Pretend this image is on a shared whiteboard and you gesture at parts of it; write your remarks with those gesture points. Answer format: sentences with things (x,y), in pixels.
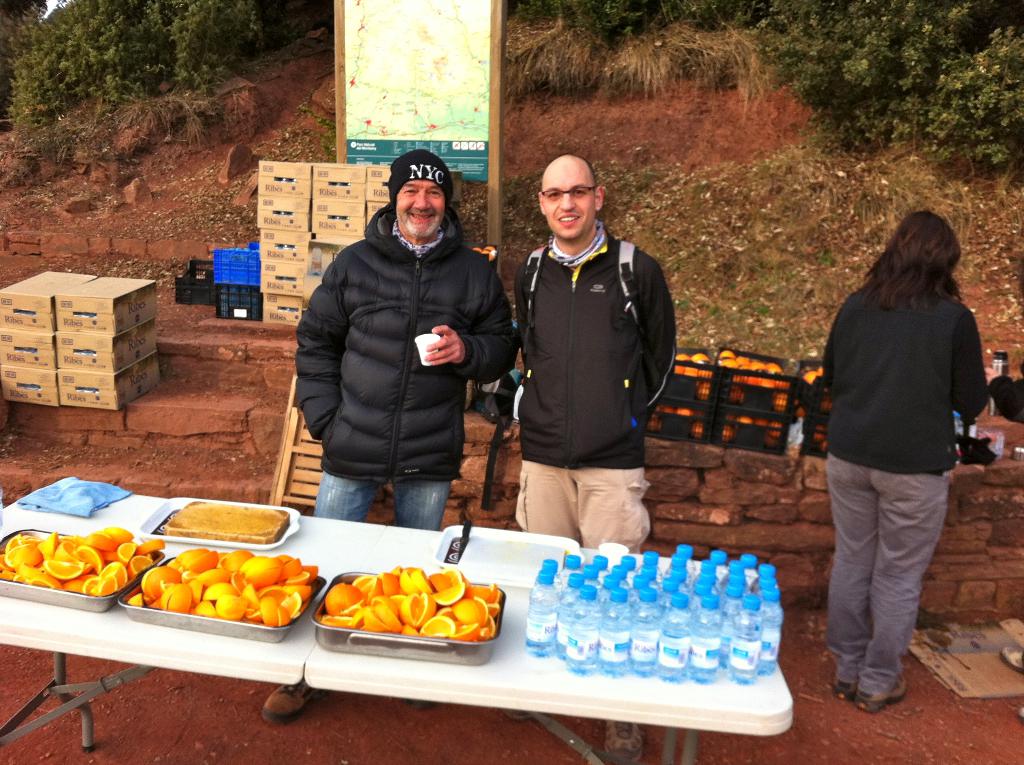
In the picture we can see two men (567,375) are standing near the table (13,629), they are in jackets (599,355) and one man (432,307) is holding a glass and on the table (15,529), we can see some trays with fruit slices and beside it, we can see some water bottles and beside it, we can see a woman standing and arranging the fruit trays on the wall (496,508) and behind it we can see a slope (33,176) with dried grass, stones (254,373) and plants (901,118).
